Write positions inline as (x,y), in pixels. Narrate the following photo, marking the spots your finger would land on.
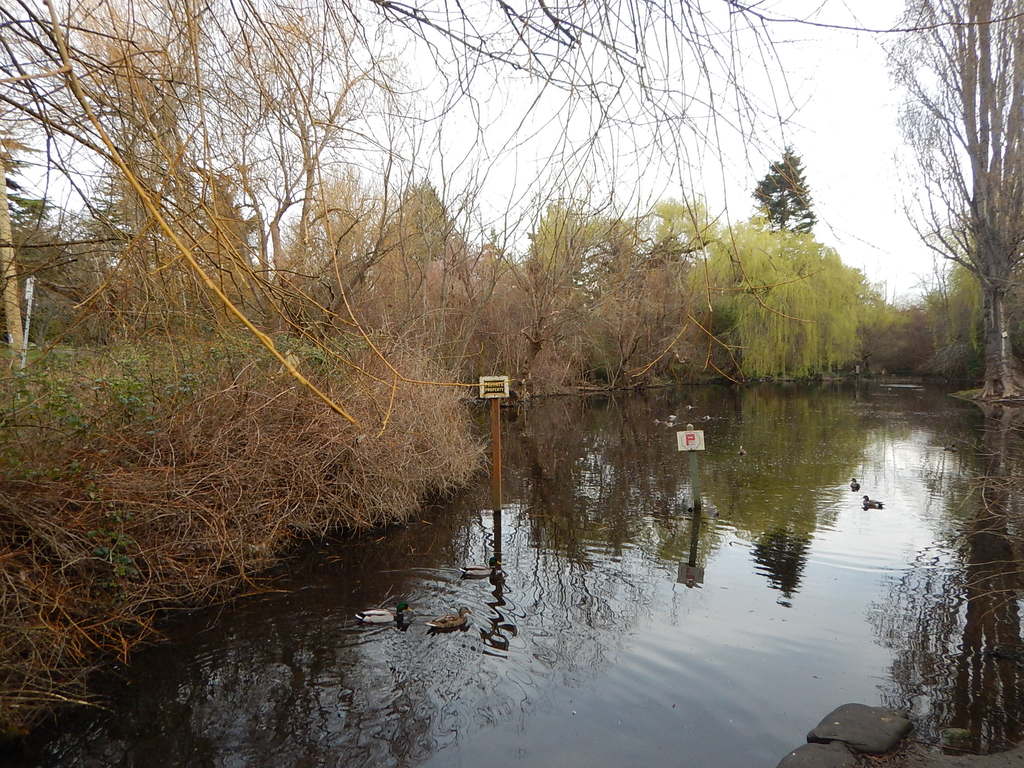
In this image we can see water (702,623), birds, poles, boards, plants (236,431), and trees (956,255). In the background (851,130) there is sky (710,160).
